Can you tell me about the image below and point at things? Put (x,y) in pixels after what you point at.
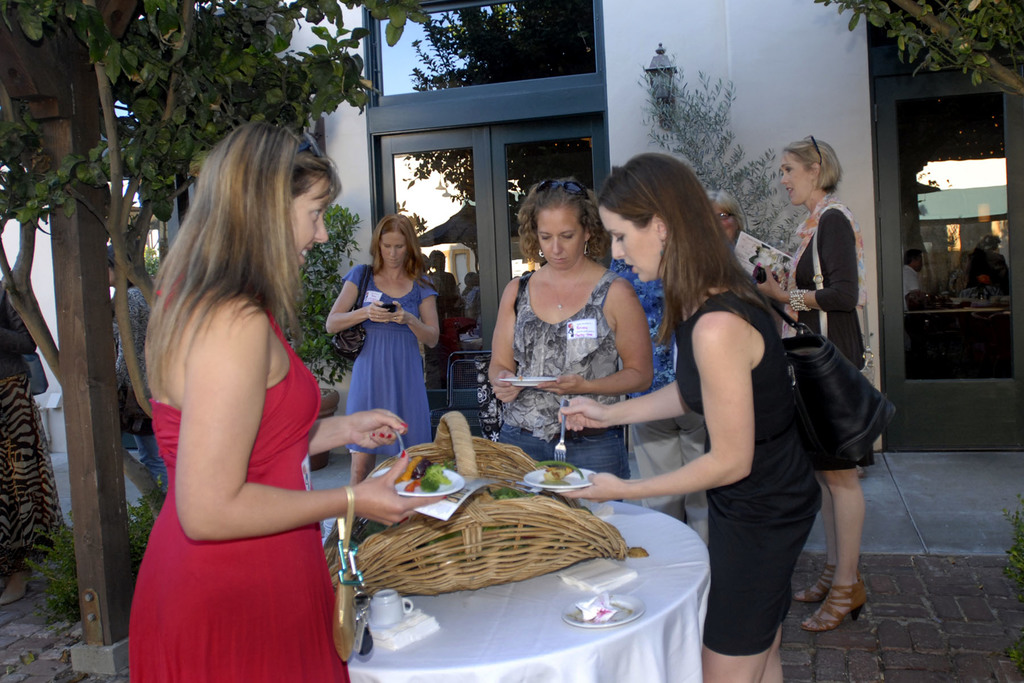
In this picture we can see group of woman (510,314) standing at table (639,581) and on table (431,611) we can see basket (461,554), cup (407,610), saucer (571,617), tissue paper (582,605) and this two woman (298,418) are holding plate (535,479) and on plate (567,481) we have food (565,462) and forks (566,422) in their hands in background (392,330) we can see woman (386,261) looking at mobile (385,308) and we have glass door (506,125), wall (793,77), lamp (650,67), tree (320,37).
